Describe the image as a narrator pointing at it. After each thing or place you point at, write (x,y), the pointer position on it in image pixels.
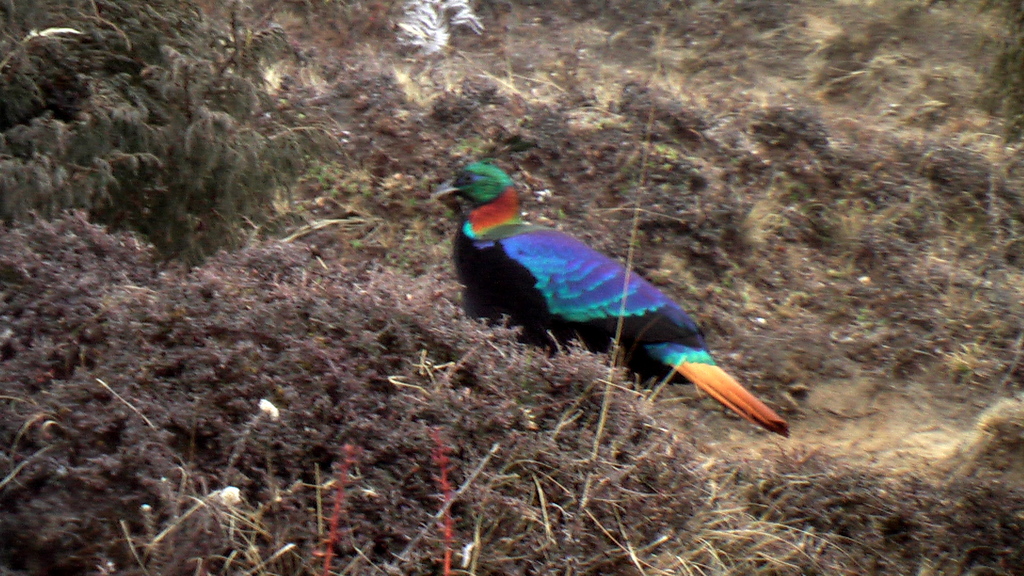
In the center of the image (514,236) there is a bird (518,236). At the bottom (328,531) there is grass (495,523). In the background (269,139) there are plants (189,88).
